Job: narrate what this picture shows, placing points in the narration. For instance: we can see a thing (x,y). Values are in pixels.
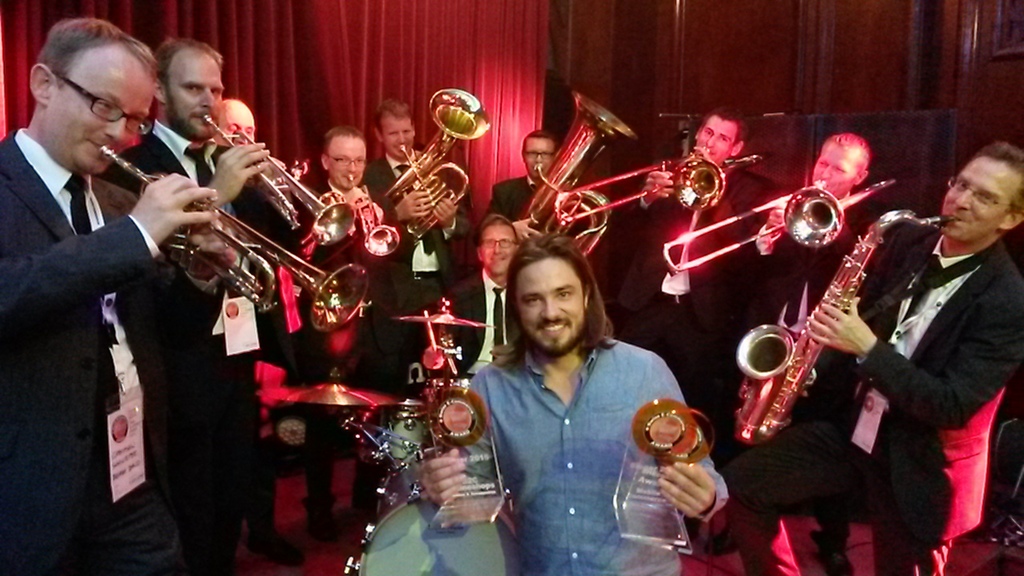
Here I can see a man (581,504) holding trophies (488,459) in the hands (662,489), smiling and giving pose for the picture. Around him few men (880,447) are standing and playing some musical instruments (237,271). In the background (517,54) there is a curtain (377,78).
